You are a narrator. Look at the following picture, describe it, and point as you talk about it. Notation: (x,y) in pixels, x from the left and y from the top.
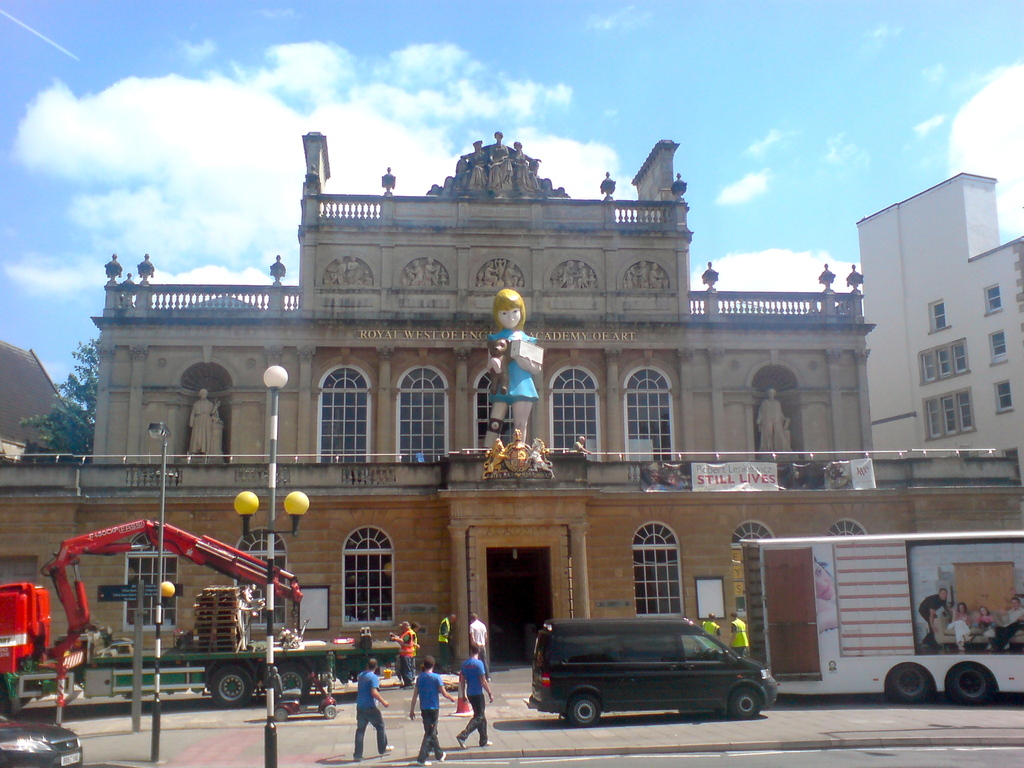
In this picture there are people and we can see vehicles (44,566) on the road (488,761), poles (274,408), lights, banners (685,469), statues (214,408) and buildings (525,473). In the background of the image (39,310) we can see leaves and sky (174,140) with clouds (261,142).
